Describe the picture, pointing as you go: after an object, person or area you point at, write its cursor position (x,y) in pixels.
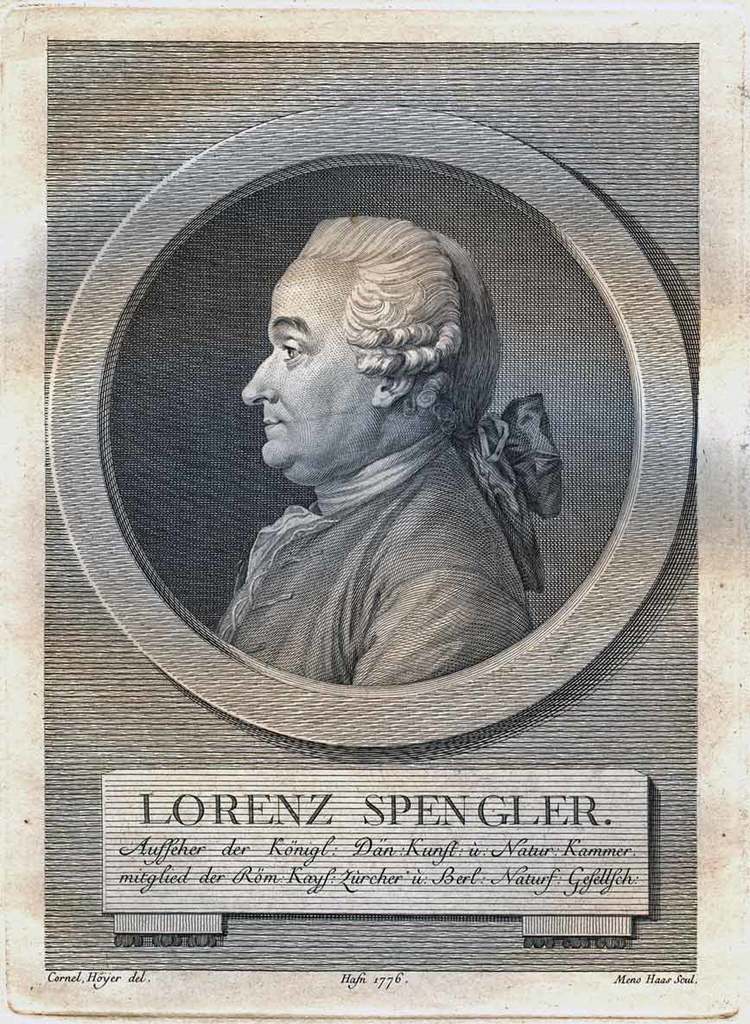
In this image we can see there is a poster (398,597) with an image (355,392) of a person (555,469) and a text (157,889) written in it.
